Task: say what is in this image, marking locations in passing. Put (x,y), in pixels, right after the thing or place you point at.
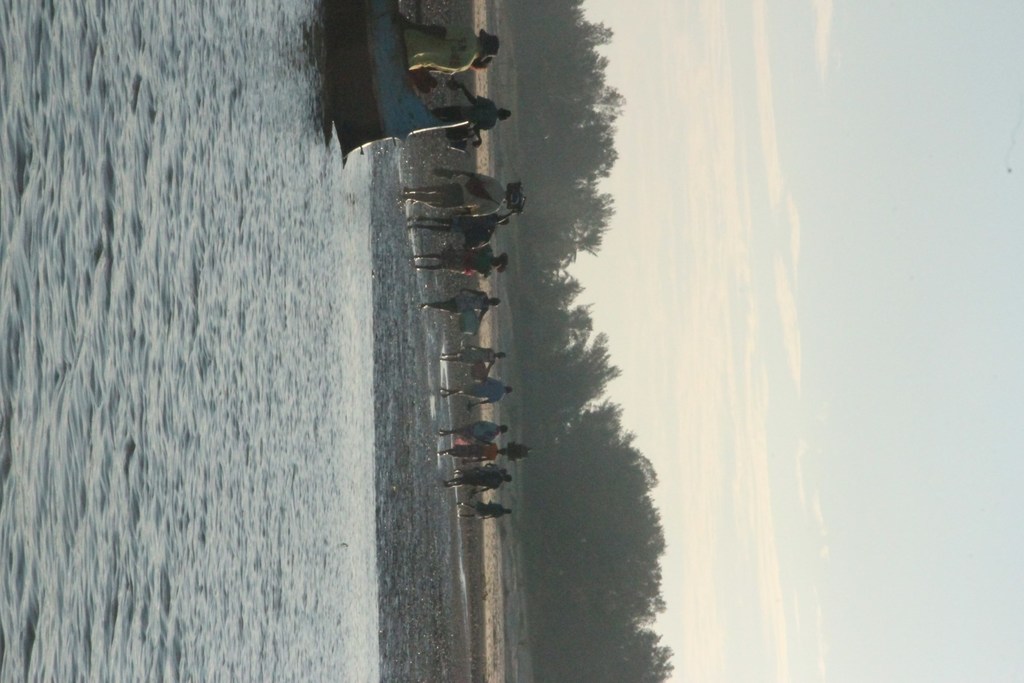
In this picture I can see many people (472,435) were standing on the beach (481,543). At the bottom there is a water (159,489). On the right (981,333) I can see the sky (710,345) and clouds (732,271). In the background (536,303) I can see many trees (608,209).
